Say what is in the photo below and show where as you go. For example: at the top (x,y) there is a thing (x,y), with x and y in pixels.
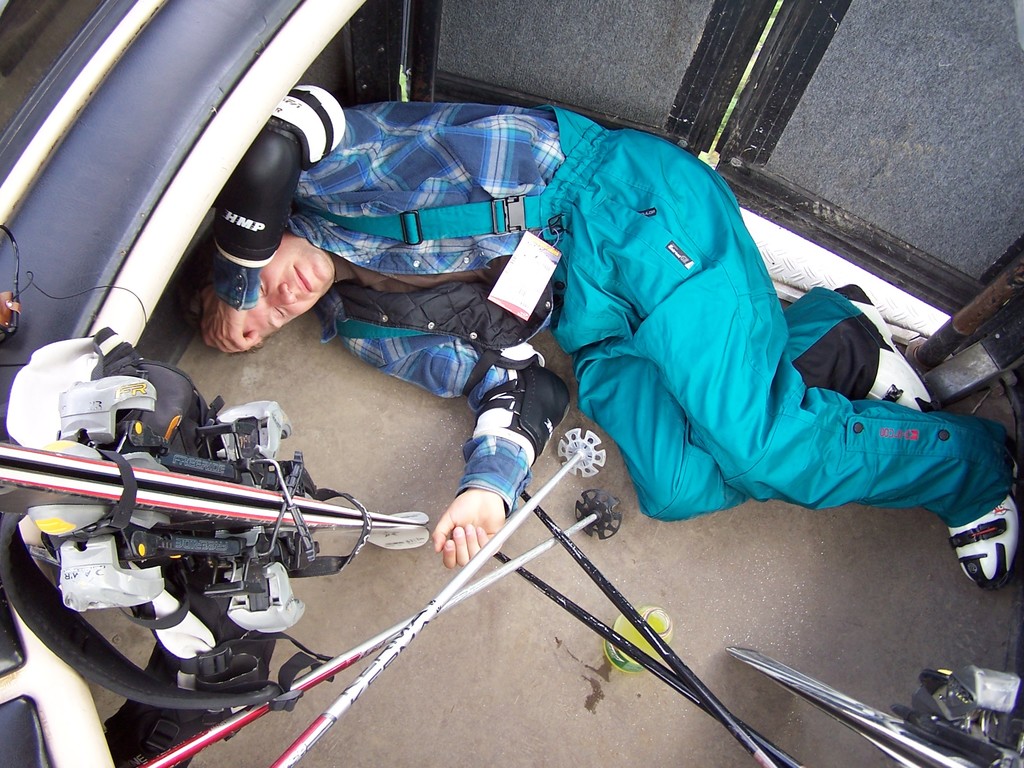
In this image I can see a man (456,373) is lying on the floor (601,476). I can see he is wearing blue colour dress (726,327), elbow guards (565,389) and white colour shoes (899,395). On the bottom side of this image (624,643) I can see few sticks (713,696), a bottle (614,651) and on the left side of this image (229,425) I can see few skiboards (199,495).
